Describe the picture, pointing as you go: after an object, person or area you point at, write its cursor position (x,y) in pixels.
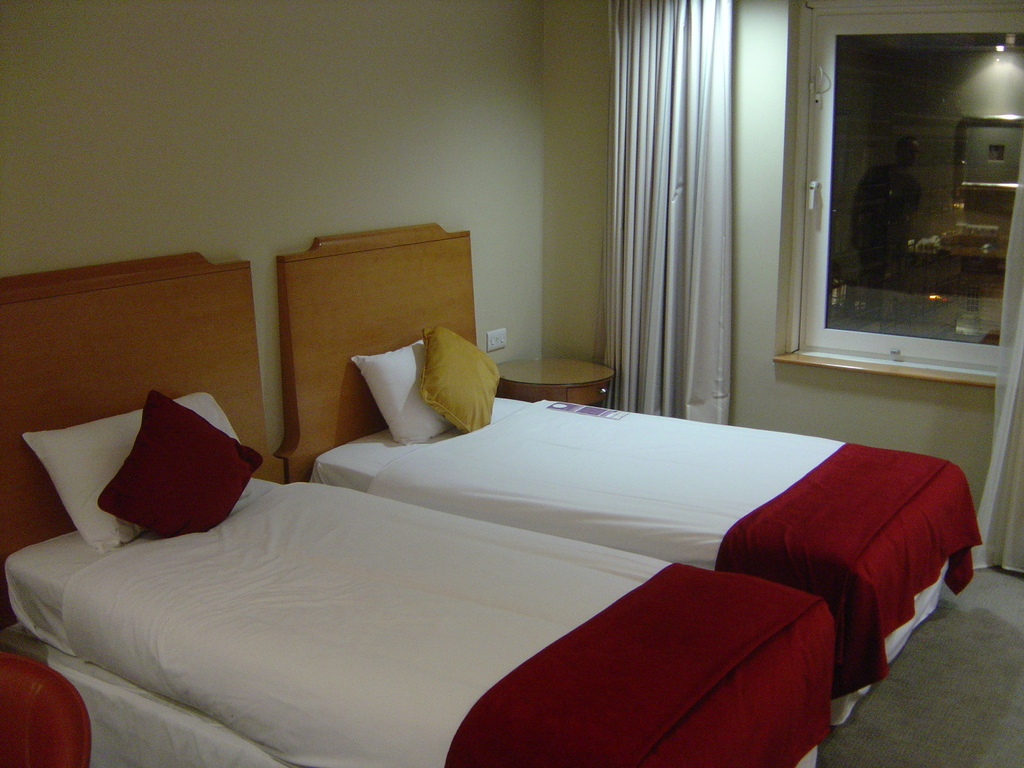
This is a picture of a bed room (735,433) where there are 2 beds (389,457), 2 pillows (407,424), curtain (674,63) and a window (883,89).
